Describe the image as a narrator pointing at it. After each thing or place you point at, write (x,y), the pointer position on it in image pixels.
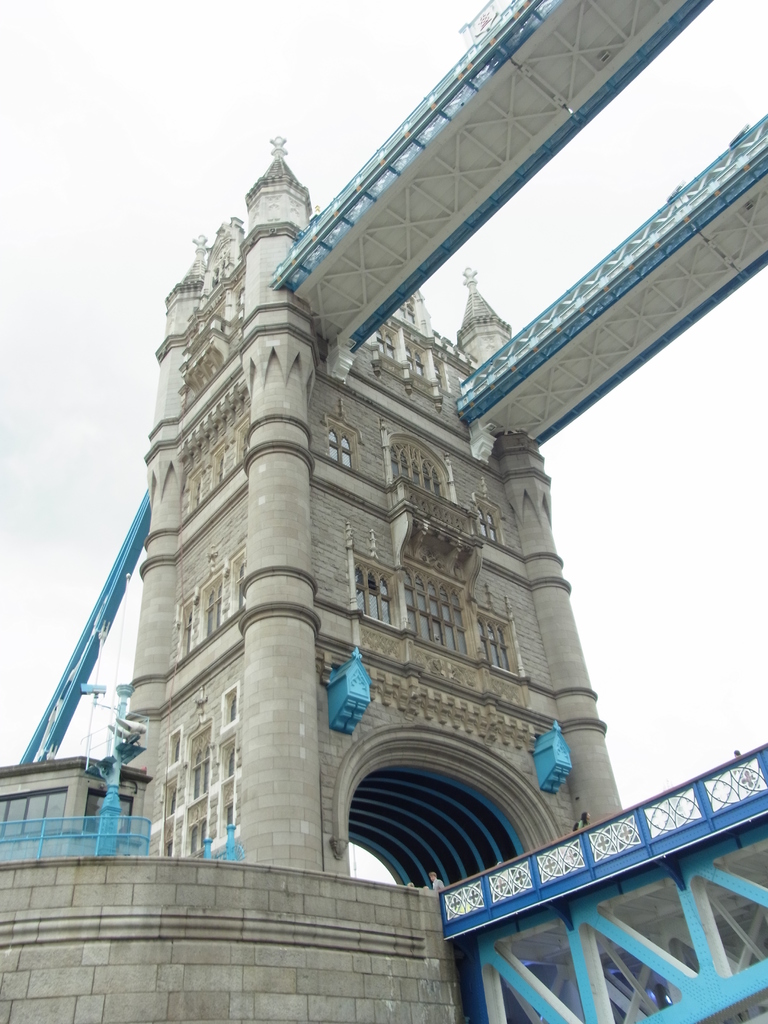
In the image I can see a tower bridge (296,638).
